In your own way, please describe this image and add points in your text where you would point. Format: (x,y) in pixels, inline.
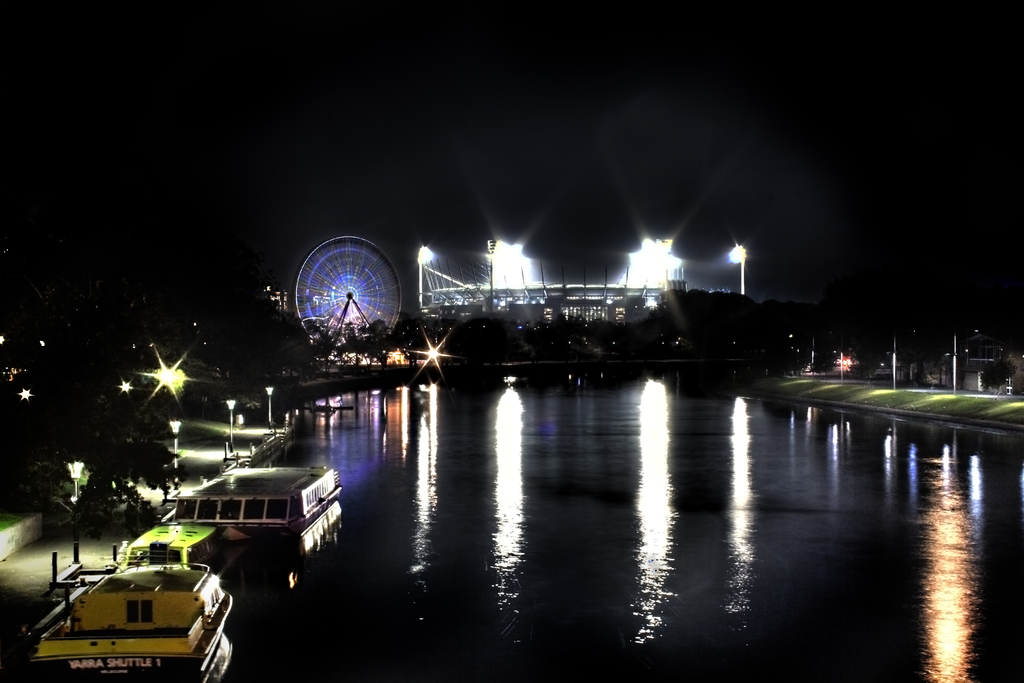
There is water (427,479), it seems like boats (284,509) in the foreground area of the image (437,489), there are light (655,249), it seems like a stadium (554,303), giant Ferris wheel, lamp poles (232,430) in the background (546,277).
